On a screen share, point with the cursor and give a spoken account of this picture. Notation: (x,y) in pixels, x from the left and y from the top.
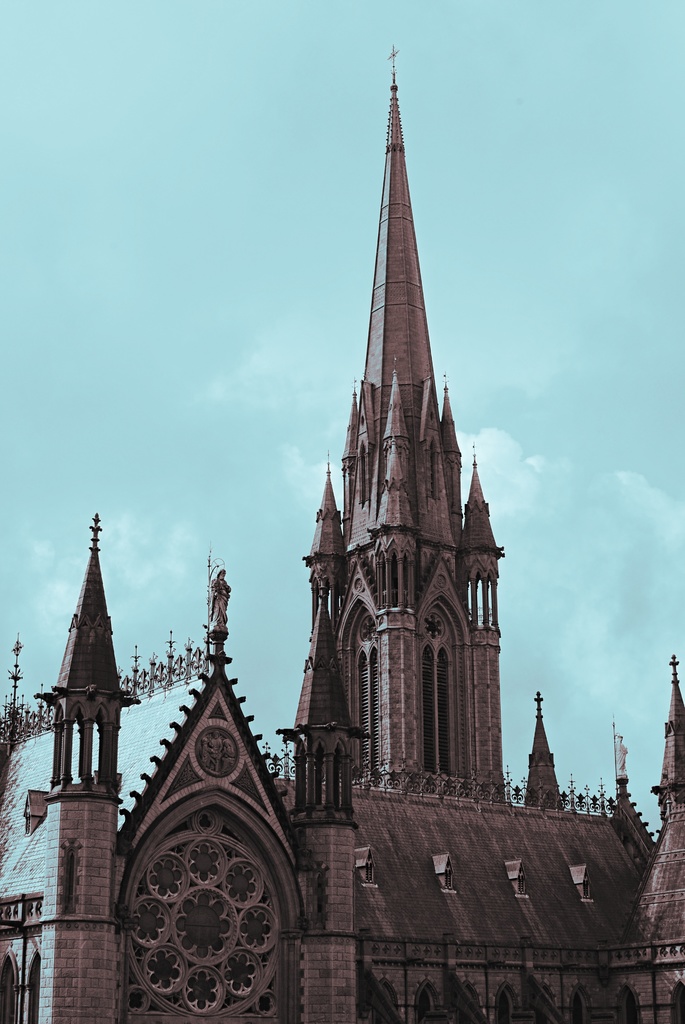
In this image we can see a building (354,628) with windows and the sky (249,476) which looks cloudy.
